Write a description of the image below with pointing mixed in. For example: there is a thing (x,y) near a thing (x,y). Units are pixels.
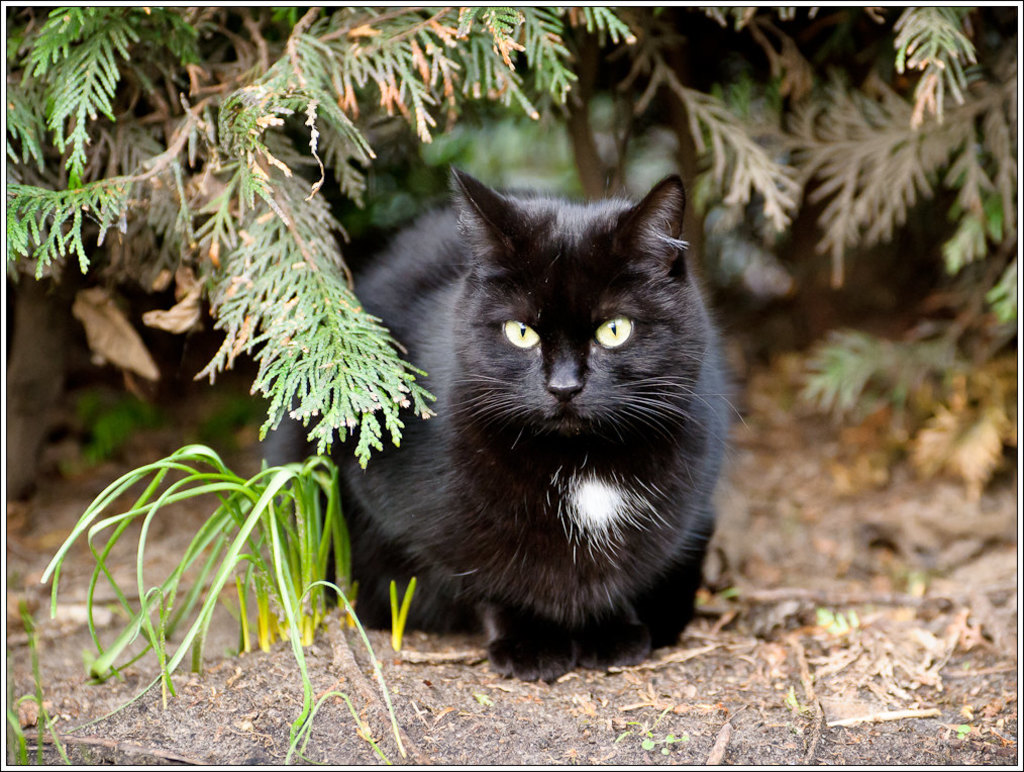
In the center of the image (634,463) we can see a cat (441,514). At the bottom (262,567) there is grass (263,586). In the background (872,189) there are plants (410,185).
